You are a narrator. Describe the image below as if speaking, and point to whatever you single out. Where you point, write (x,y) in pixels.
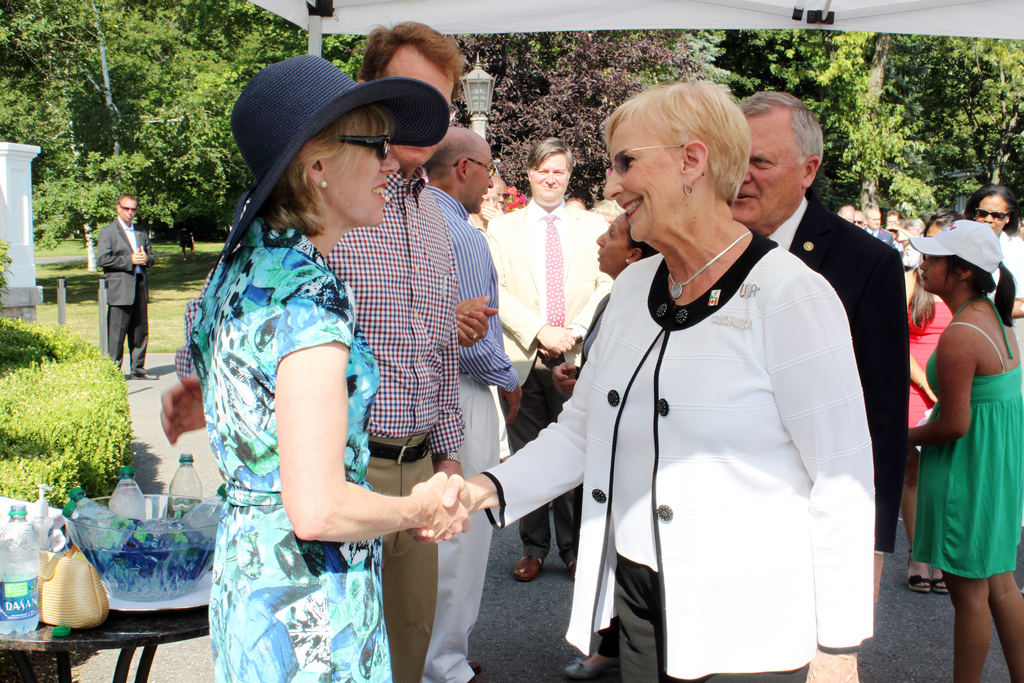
On the right side (737,442) a woman (661,444) is smiling and shaking her hand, she wore white color top (680,476). On the left side (325,105) this woman (344,223) wore hat (333,98), beside her there are men (504,282). On the left side (112,513) there are water bottles (14,522) on this table (168,622) and at the back side (7,43) there are trees (60,139).
